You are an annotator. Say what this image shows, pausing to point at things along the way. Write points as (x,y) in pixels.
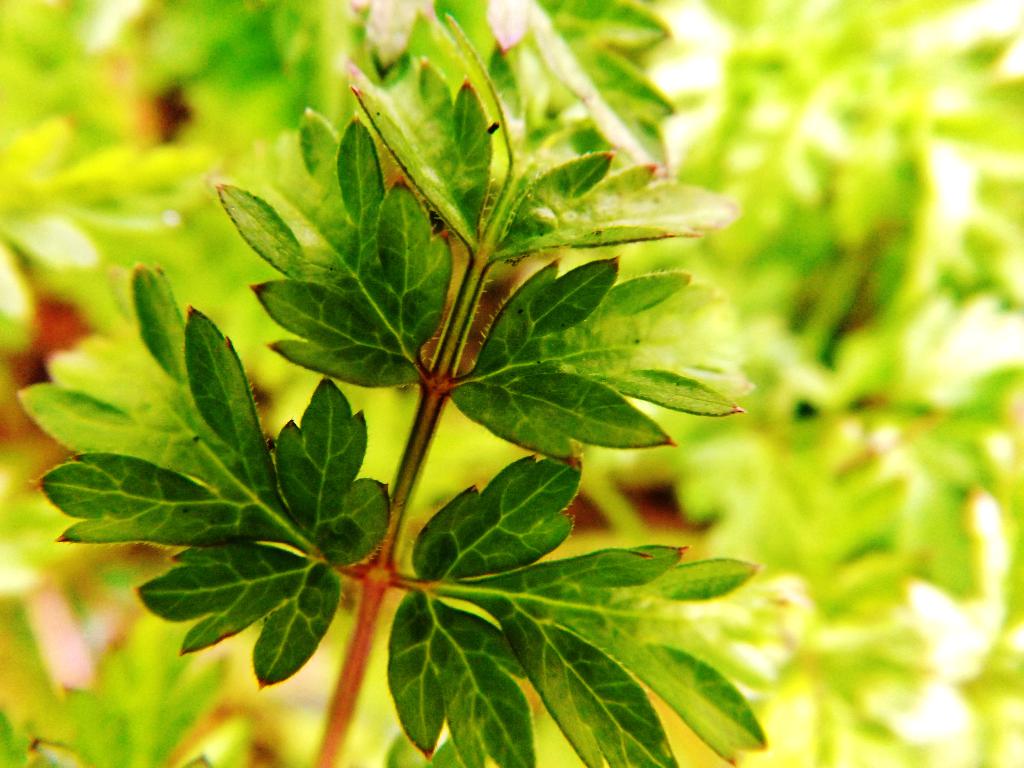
In this picture there are plants (659,285). In the foreground (540,296) there are green color leaves (489,174).
